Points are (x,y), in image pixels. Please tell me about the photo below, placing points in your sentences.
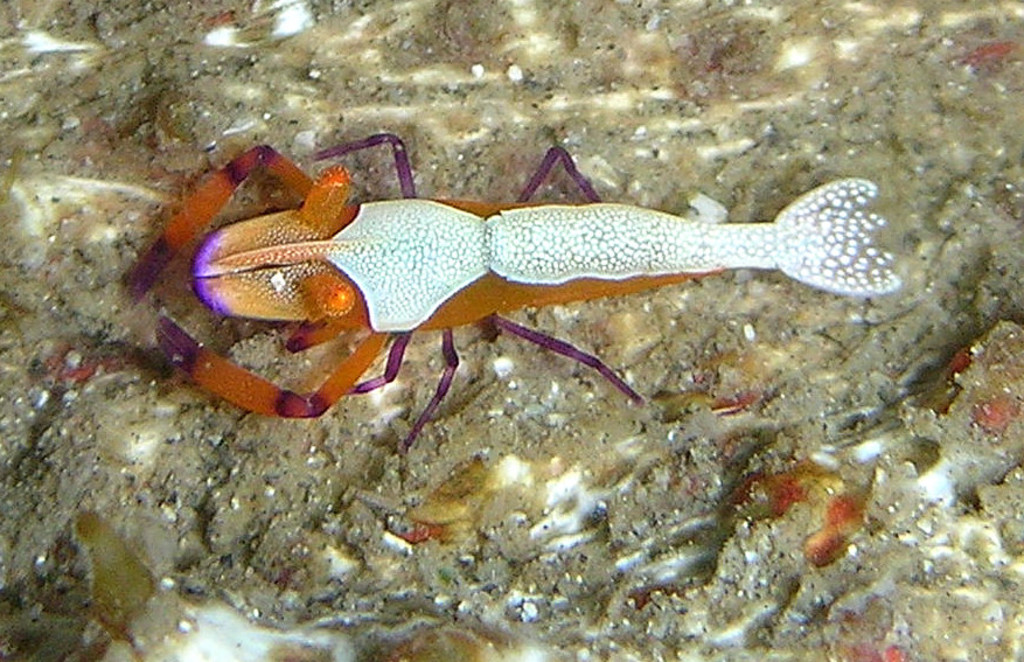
It's a living organism (407,317) in the water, which is in white and orange color.
